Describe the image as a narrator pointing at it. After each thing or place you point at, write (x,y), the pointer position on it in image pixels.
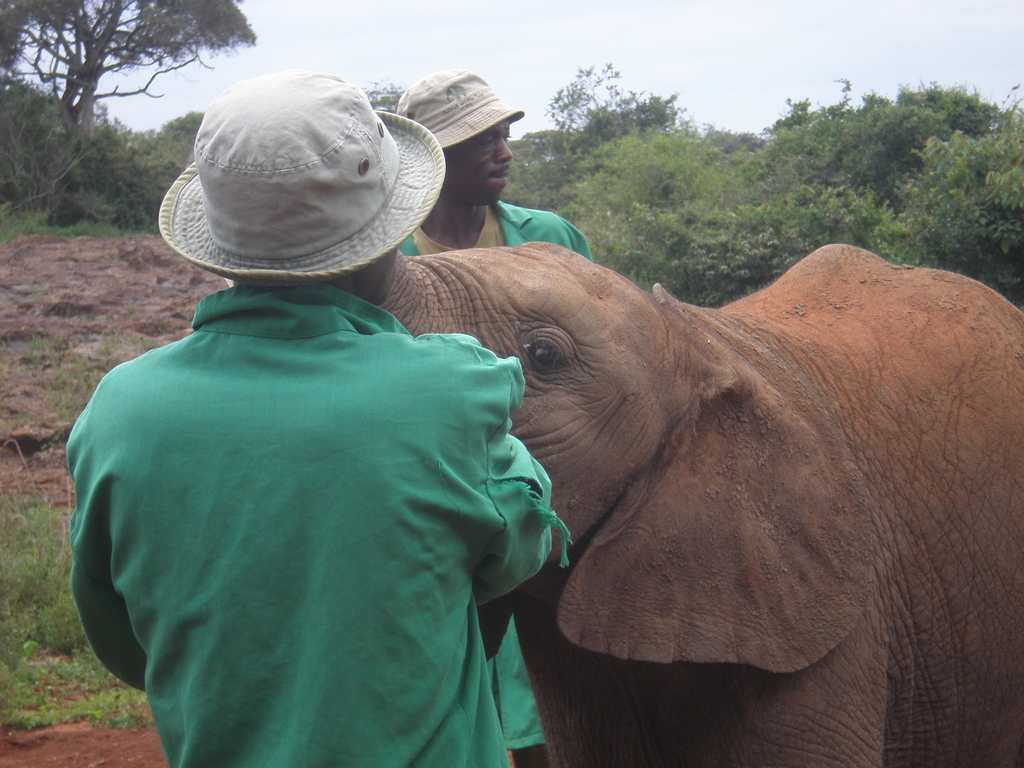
In the image I can see two people (153,585) who are wearing the hats (288,278) and a elephant (1013,765) beside them and also I can see some trees (20,132) and plants (21,201).
